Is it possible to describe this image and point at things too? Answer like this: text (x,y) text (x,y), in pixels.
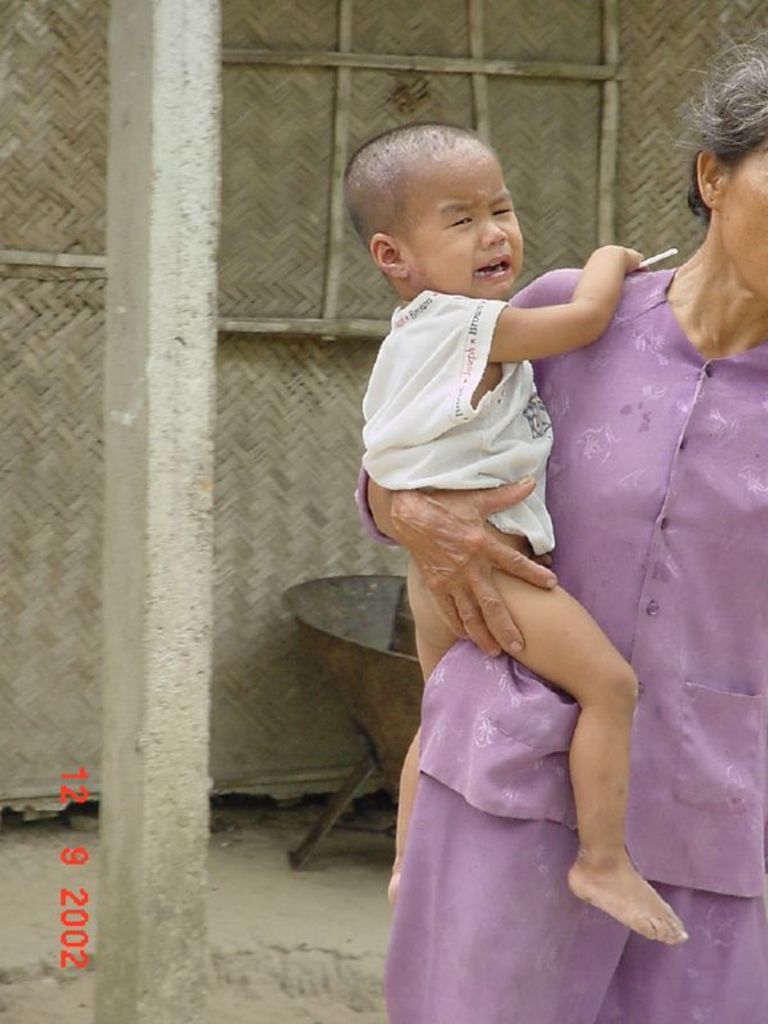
The picture consists of a woman (695,426) holding a baby (513,537). On the left (201,360) there is a pole (186,301). In the background (315,162) there is a thatched hut (299,275) and an iron object (368,650). At the bottom (307,932) there is sand (55,956).
